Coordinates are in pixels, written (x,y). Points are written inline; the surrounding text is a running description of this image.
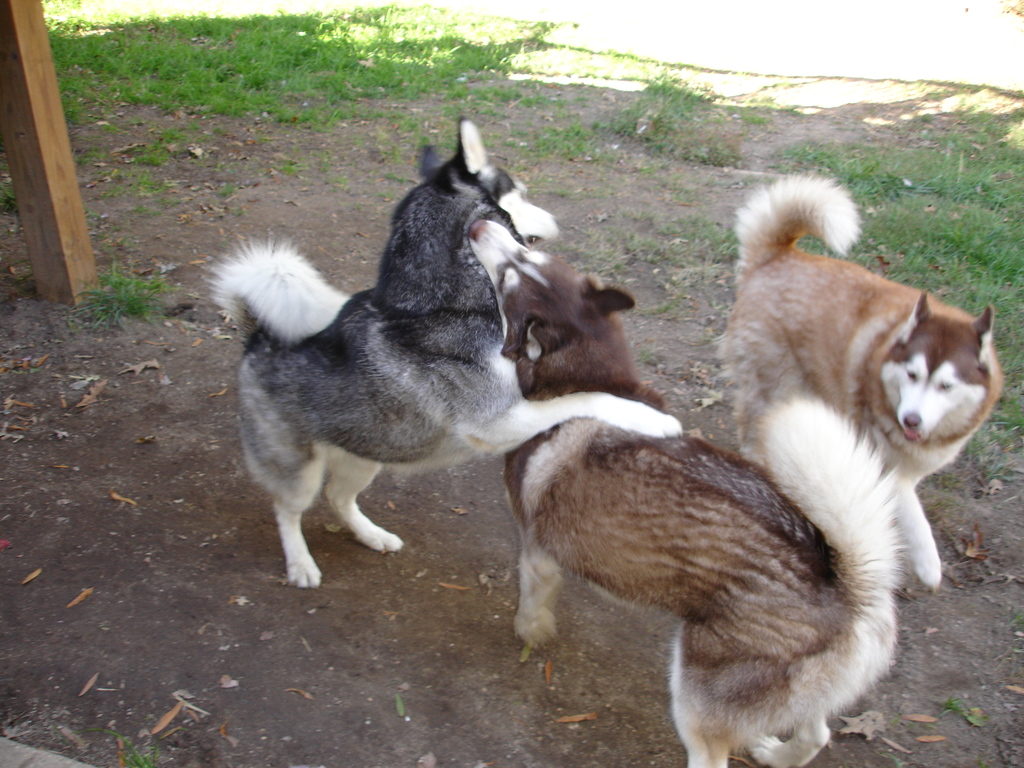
In this image, we can see three miniature Siberian husky dogs (625,510) on the ground (363,716). Background (1009,338) we can see grass (956,123). On the left side (27,94), there is a pole (35,104).
